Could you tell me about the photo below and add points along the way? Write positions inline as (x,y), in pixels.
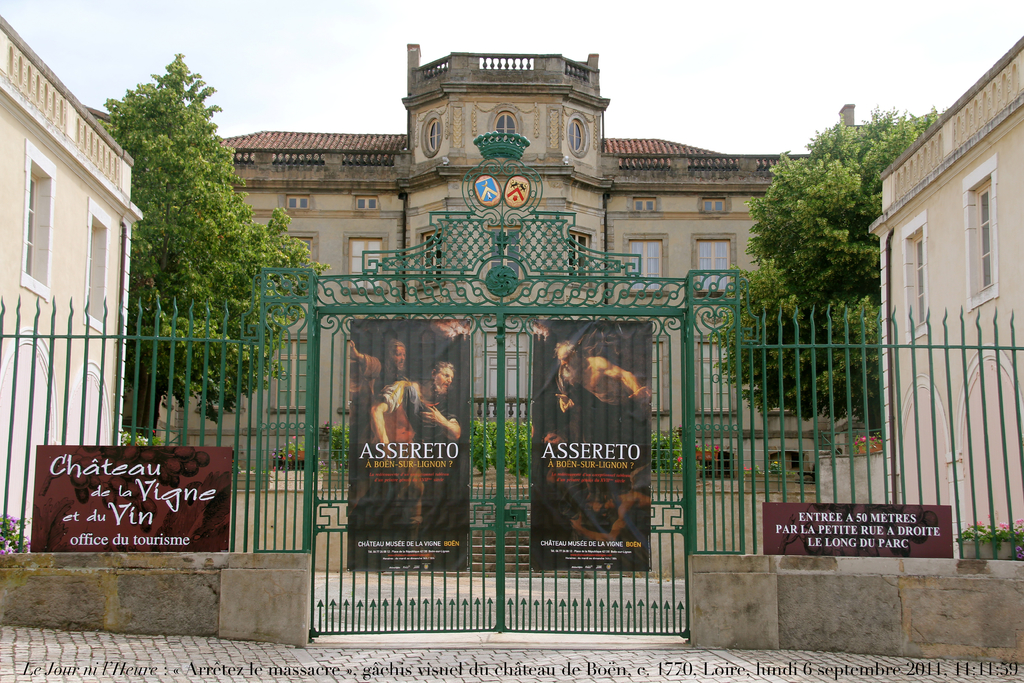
In the picture we can see a building (525,373) with windows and glasses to it and near to it we can see some plants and besides the building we can see trees (823,192) and buildings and in front of it we can see a railing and gate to it which is green in color and two posters (370,371) on it with a name (436,450) ASSERETO.
